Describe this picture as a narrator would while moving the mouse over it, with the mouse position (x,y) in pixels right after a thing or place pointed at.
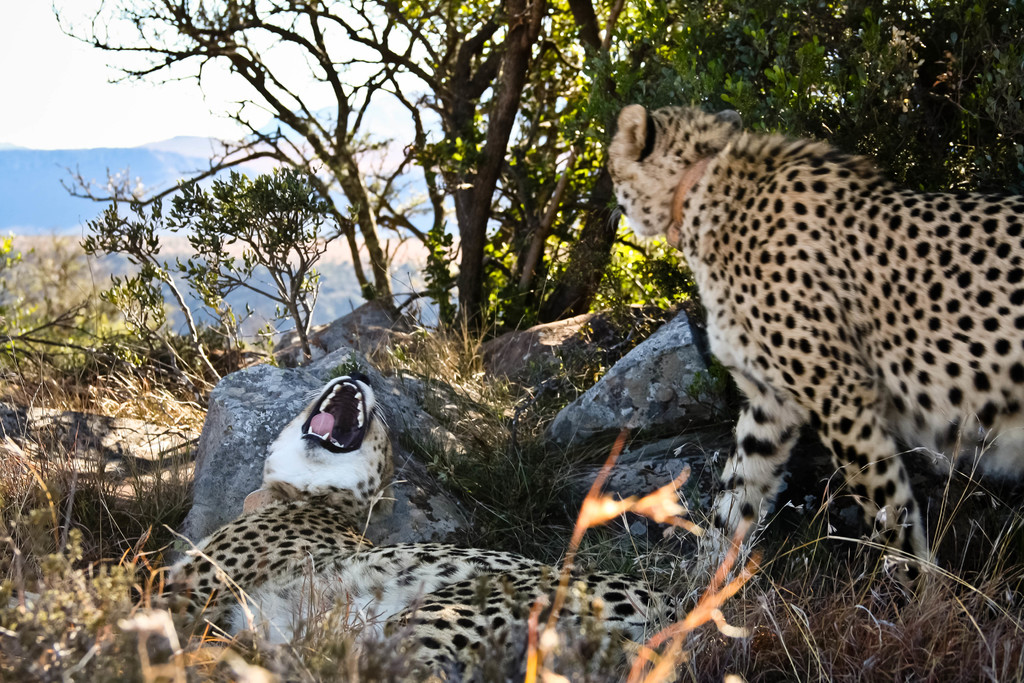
In this image I can see two cheetahs (797,334) which are brown, black and white in color. I can see one of them is lying and the other is standing. I can see few rocks (388,419) and few trees (584,267). In the background (187,153) I can see few mountains (204,166) and the sky (199,118).
